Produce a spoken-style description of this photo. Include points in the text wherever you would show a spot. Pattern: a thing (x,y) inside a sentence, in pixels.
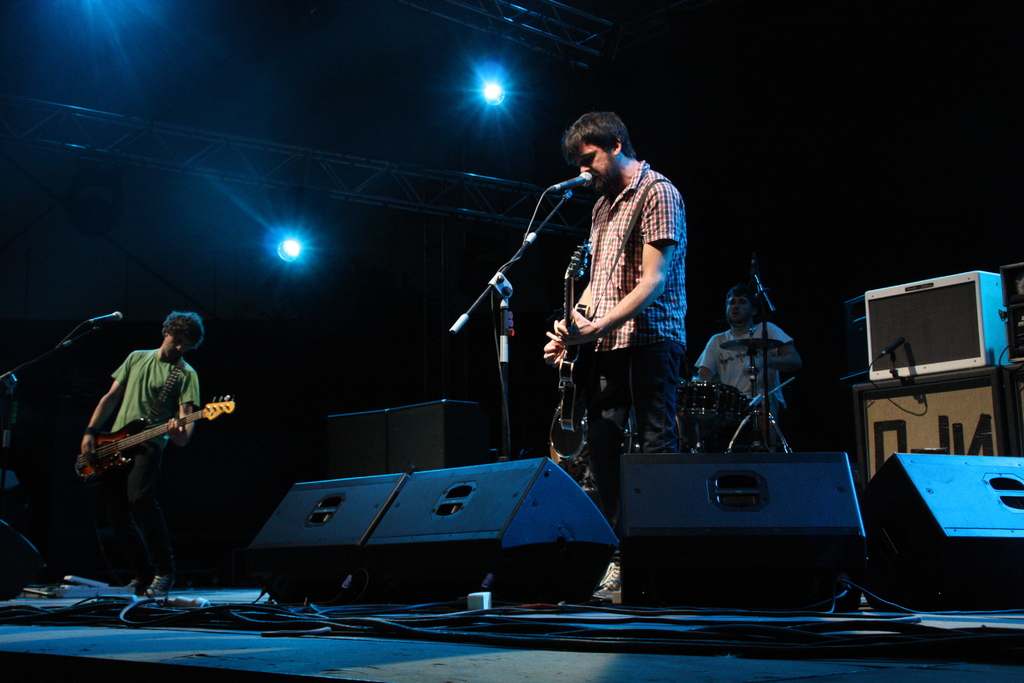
On top (498,82) there are focusing lights (494,97). This man (629,254) is playing guitar (575,395) and singing in-front of mic (579,176). This man (716,347) is playing musical instruments (690,404). Far this man (162,442) is also playing guitar (131,439). This is device (928,332).
